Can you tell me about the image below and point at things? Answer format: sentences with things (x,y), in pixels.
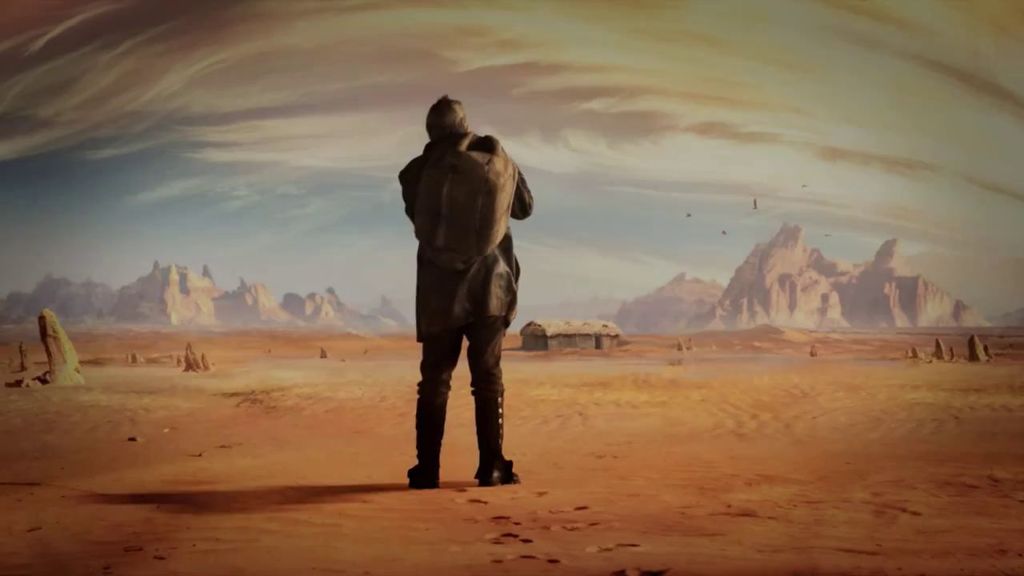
This image is an edited image. At the top of the image (182,141) there is the sky (305,210) with clouds (282,154) and there are a few birds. In the background (184,302) there are a few hills (268,313) and rocks (768,276). There is a hut (597,342). In the middle of the image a man (417,302) is standing on the ground (370,542). At the bottom of the image (466,545) there is a ground (773,528).
